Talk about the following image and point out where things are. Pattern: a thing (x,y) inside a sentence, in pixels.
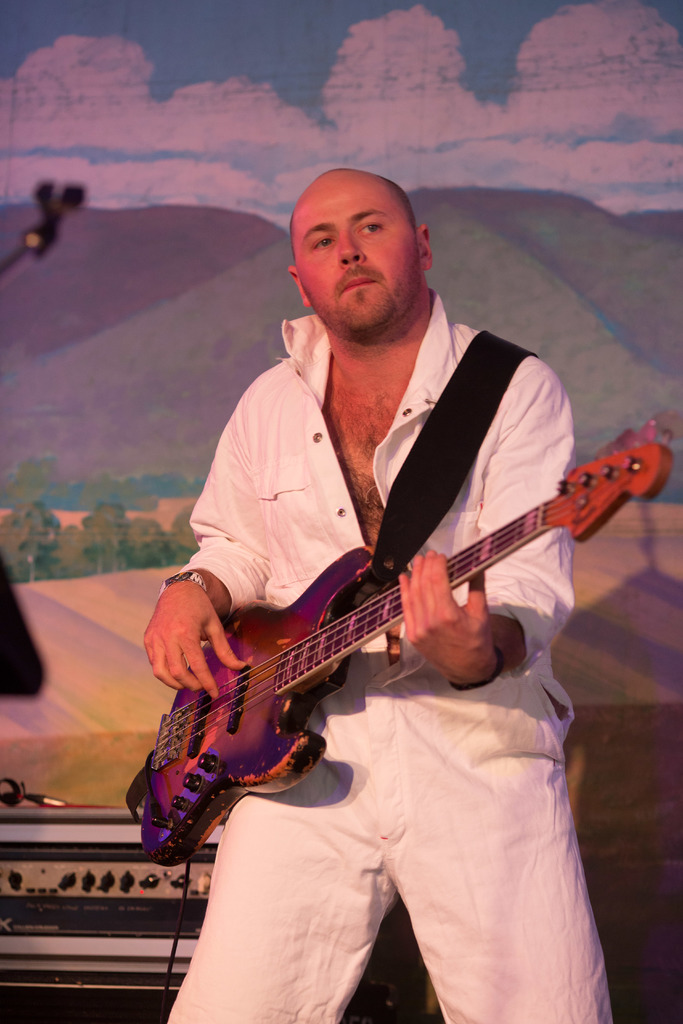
In the given image we can see a man (280,427) standing and holding a guitar (236,723).
